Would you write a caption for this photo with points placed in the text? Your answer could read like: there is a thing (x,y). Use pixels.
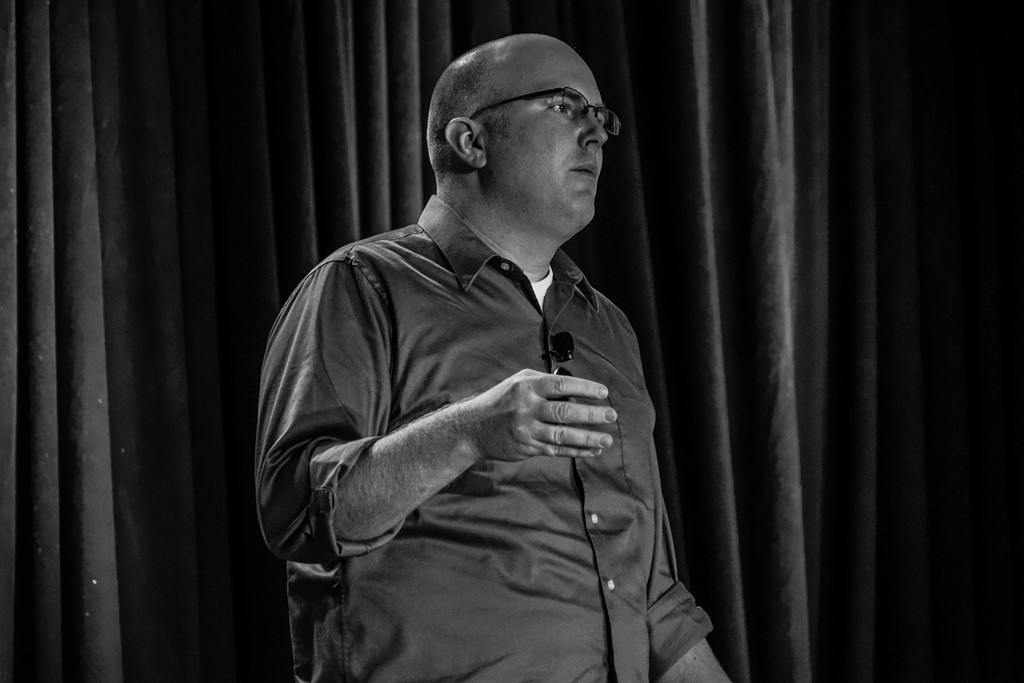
This image consists of a man (557,437) wearing black shirt (457,504). And there is a mic (557,352) on his shirt (584,347). In the background (749,61), there is a curtain black color (852,237).
